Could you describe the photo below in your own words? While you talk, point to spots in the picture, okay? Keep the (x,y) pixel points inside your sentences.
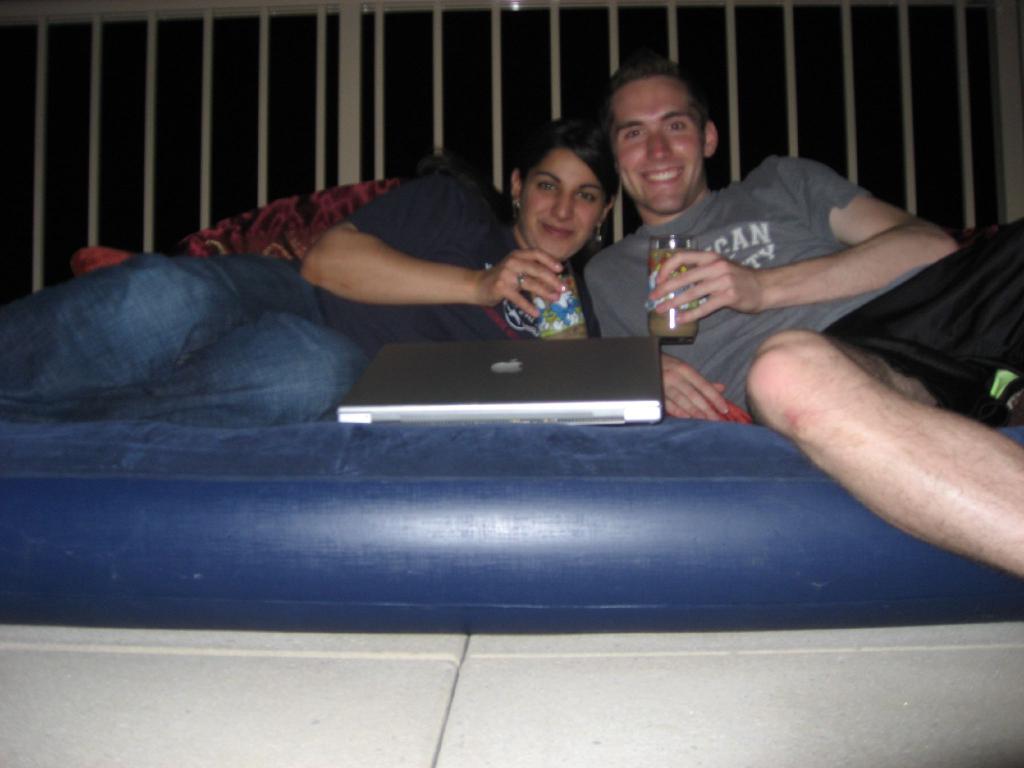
In this image we can see a man (608,257) and a woman (599,217) lying on the air bed (601,447) and holding glass tumblers (579,312) in their hands (742,298). In addition to this we can see a laptop (524,383).
